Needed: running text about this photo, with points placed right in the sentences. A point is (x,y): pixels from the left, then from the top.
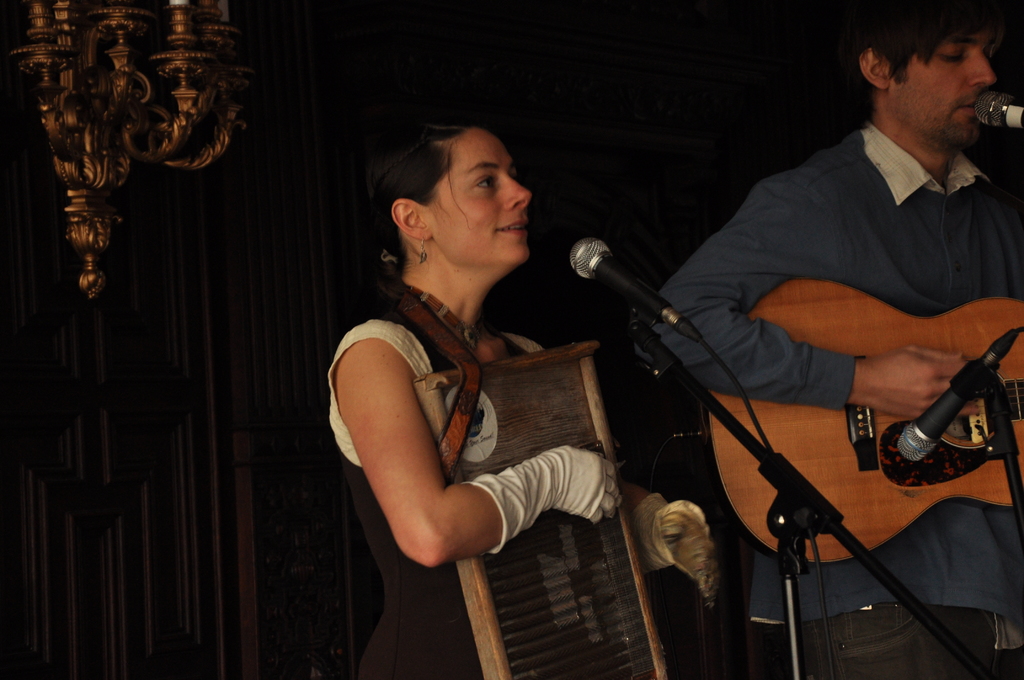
There are two persons (782,247) singing and playing musical instruments (854,312) in front of a mic (1011,106).
